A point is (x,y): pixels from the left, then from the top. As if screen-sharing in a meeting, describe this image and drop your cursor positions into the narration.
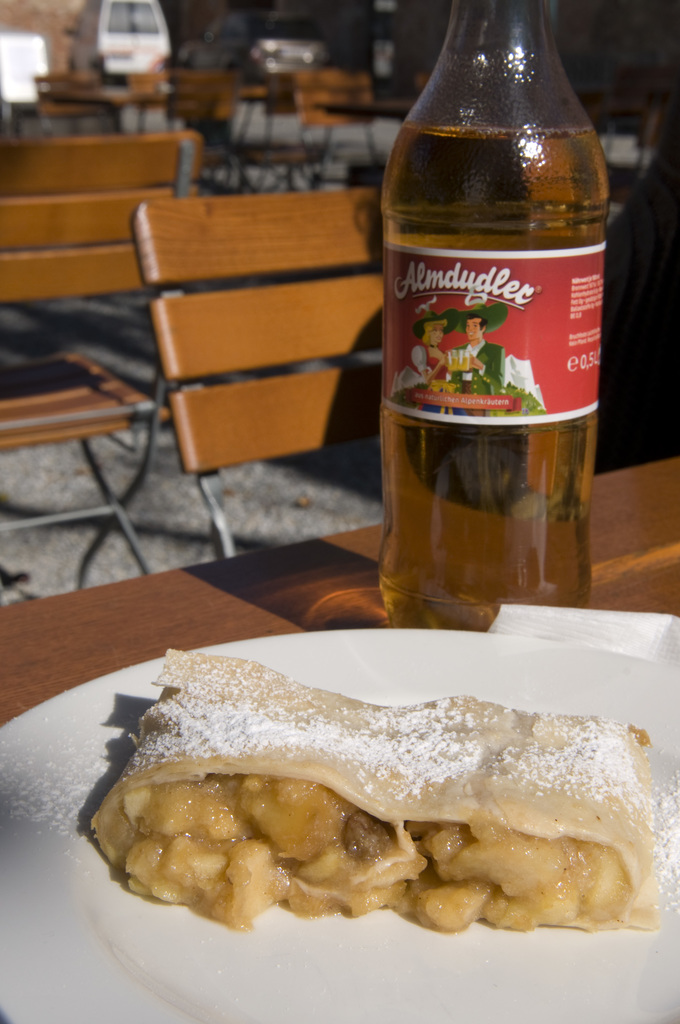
Here we can see a table (295,573), and plate (389,646) on it and some food items (472,906) and bottle (488,403), and in front here is the chair (201,334).
